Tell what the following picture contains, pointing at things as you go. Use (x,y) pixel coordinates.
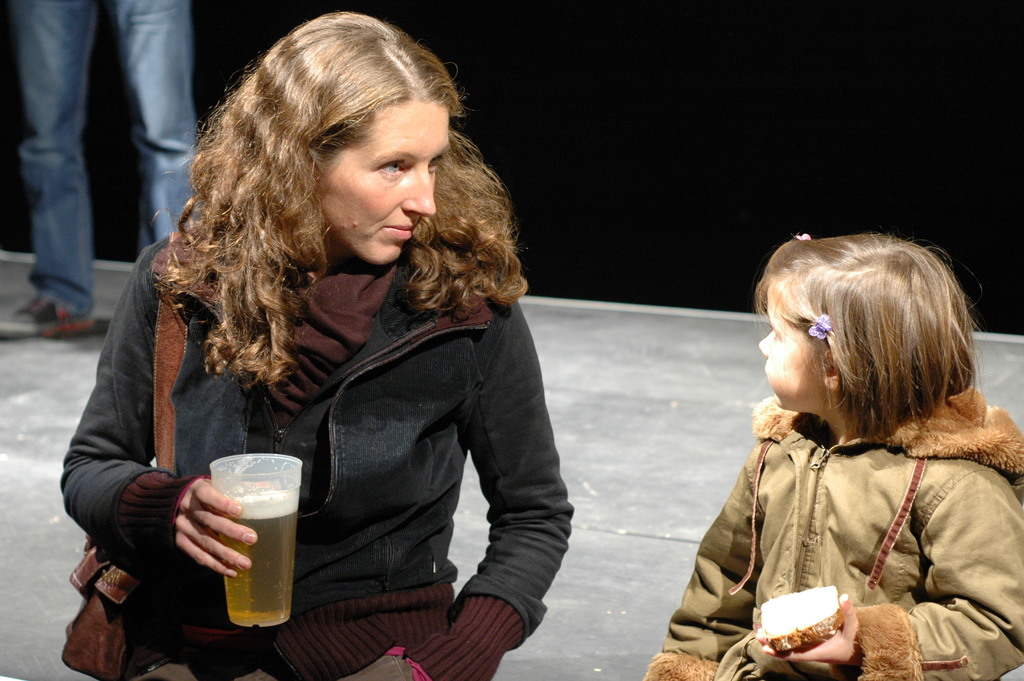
In this picture we can see a woman (341,510) and a girl (765,440) in the middle (367,428). She is holding a glass (257,579) with her hand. And this is the bag (80,620).
